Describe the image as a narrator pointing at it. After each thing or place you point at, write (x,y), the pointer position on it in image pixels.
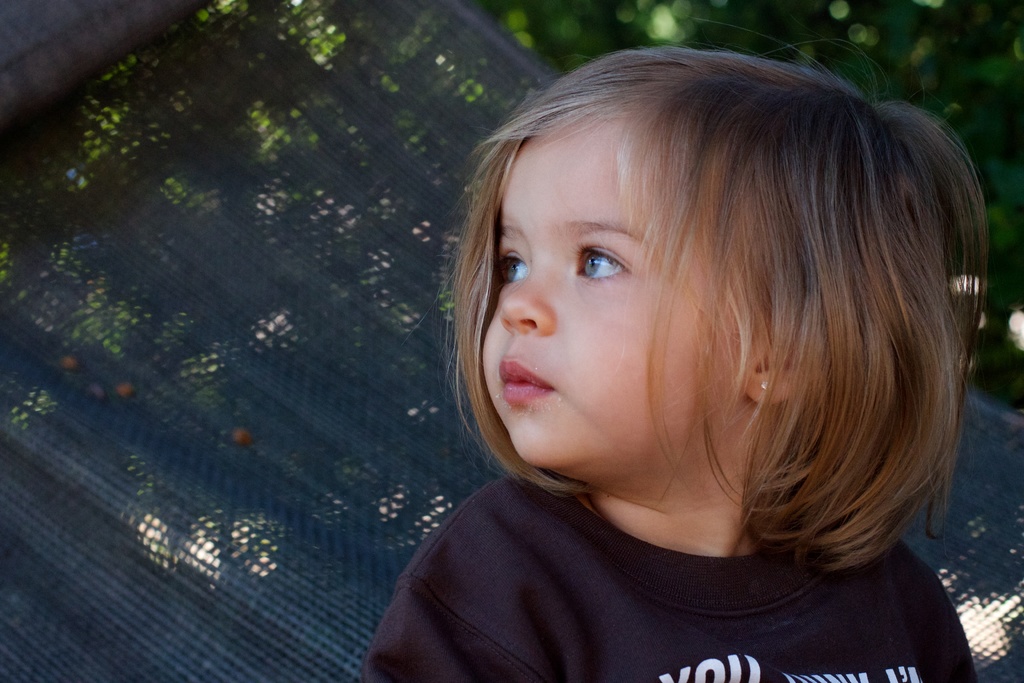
In this image we can see a child (666,615) wearing black color t-shirt (633,615) is sitting on the hanging swing (253,606). The background of the image (908,3) is slightly blurred, where we can see the trees (928,43).
